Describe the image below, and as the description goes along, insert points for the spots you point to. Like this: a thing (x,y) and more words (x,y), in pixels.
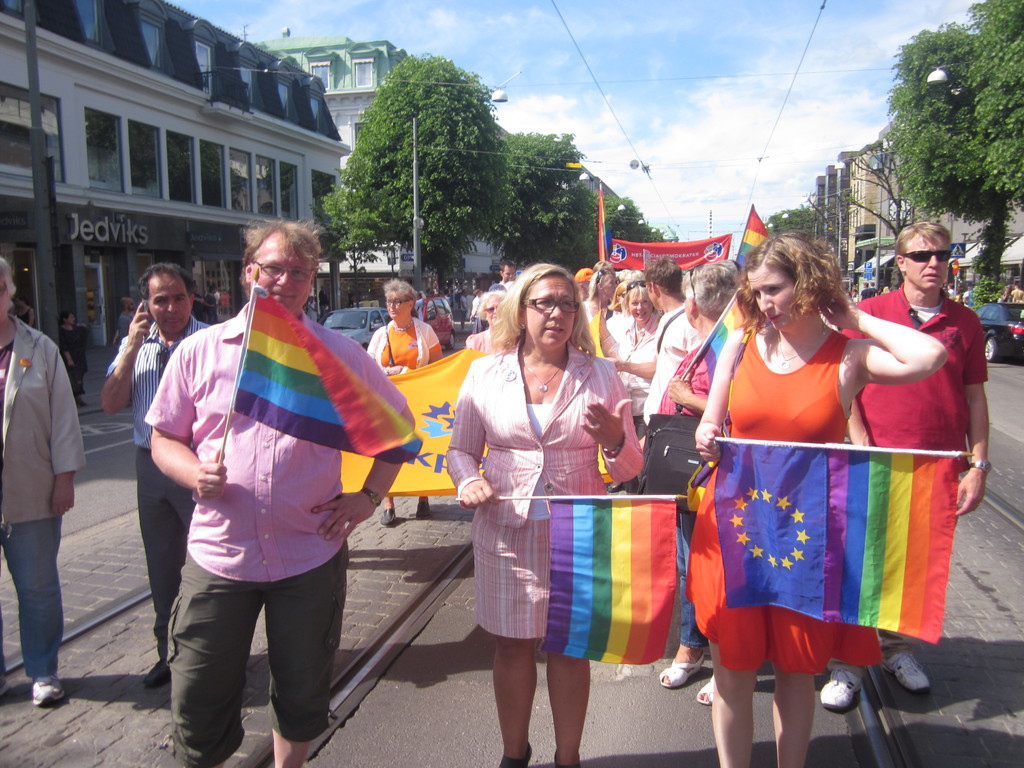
There are few people (553,468) standing and holding a flag (606,536) in their hands (612,434) and there are trees (994,150), buildings (903,216) and cars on either sides of them.
